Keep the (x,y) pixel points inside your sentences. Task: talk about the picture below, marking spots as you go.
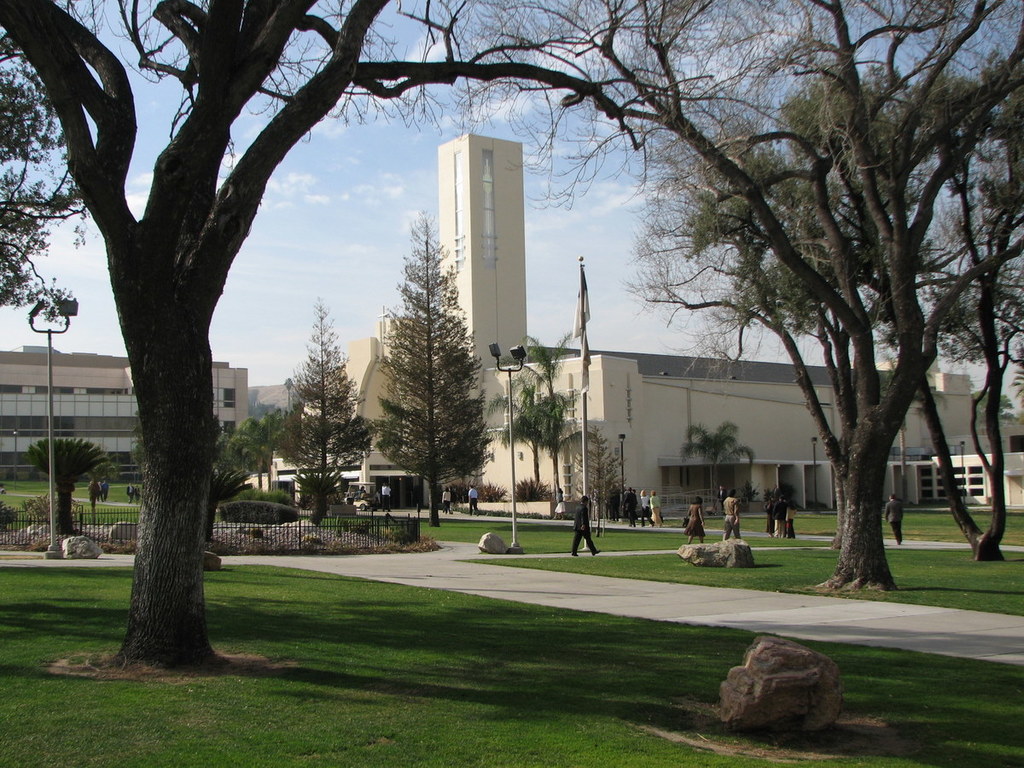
In this image, we can see people (699,516) on the ground (380,588) and there are rocks (808,693). In the background (122,381), we can see trees (466,390), lights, poles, buildings (244,405), railings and we can see a flag (579,325). At the top (331,181), there are clouds (314,198) in the sky (379,151).
